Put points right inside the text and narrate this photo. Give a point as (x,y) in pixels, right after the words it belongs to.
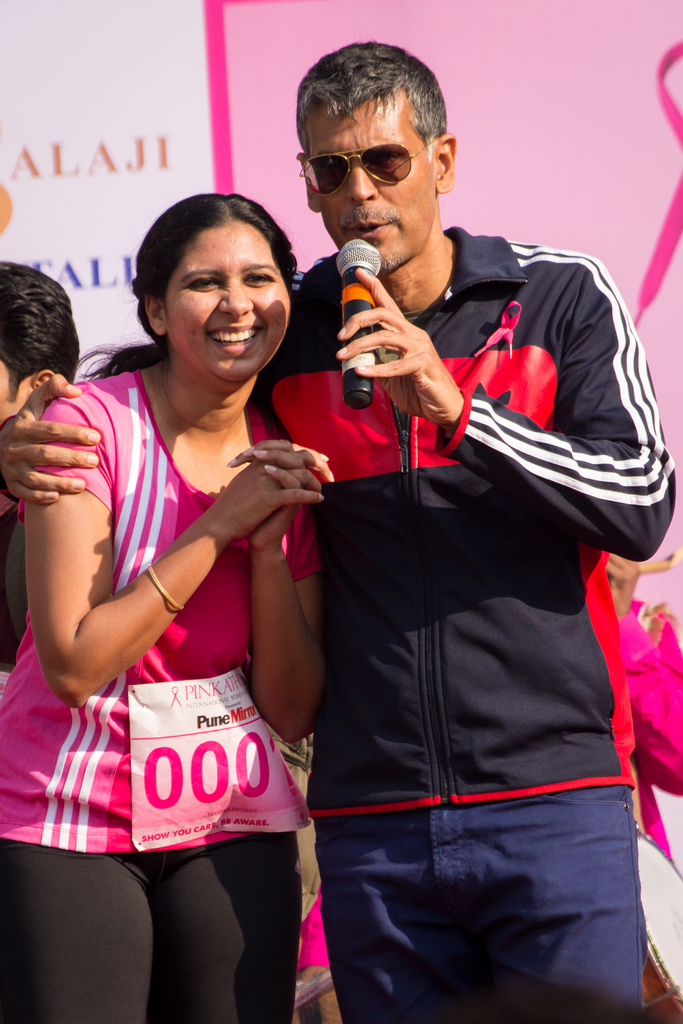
In this image there man (455,363) holding a mic (353,326) in his hand (369,319) and wearing glasses (396,162), beside him there is a women (146,726) standing, in the background (193,40) there is a pink poster (569,181) on that there is some text (155,156).
